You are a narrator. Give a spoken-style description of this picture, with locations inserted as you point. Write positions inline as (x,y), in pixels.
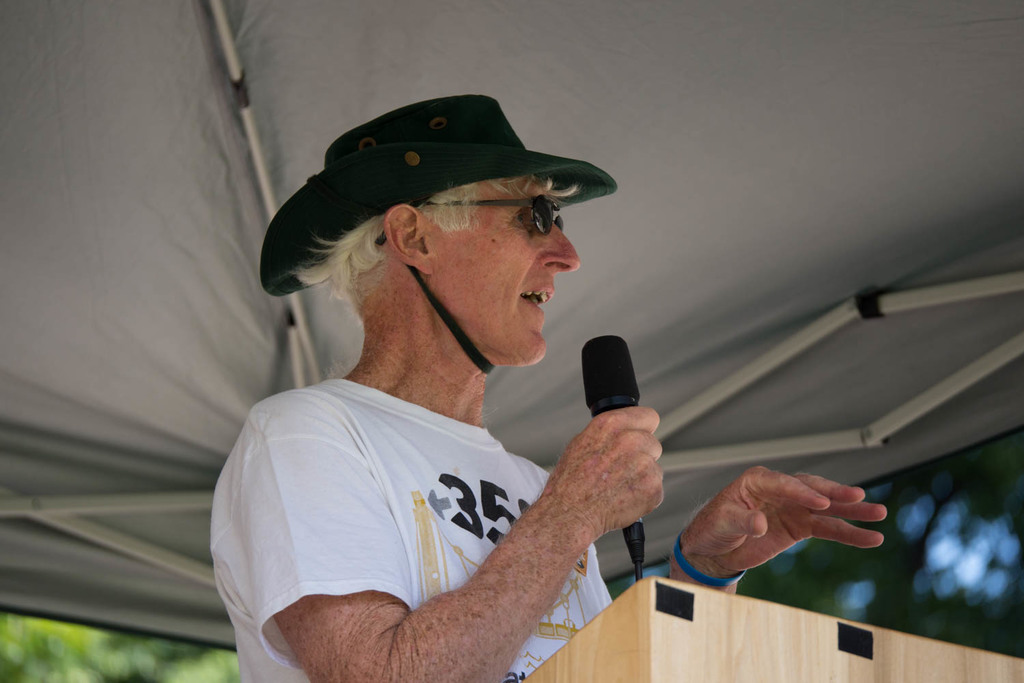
In this image I can see a person (405,268) wearing the hat (504,172) and holding the mic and he is under the tent (747,276).
